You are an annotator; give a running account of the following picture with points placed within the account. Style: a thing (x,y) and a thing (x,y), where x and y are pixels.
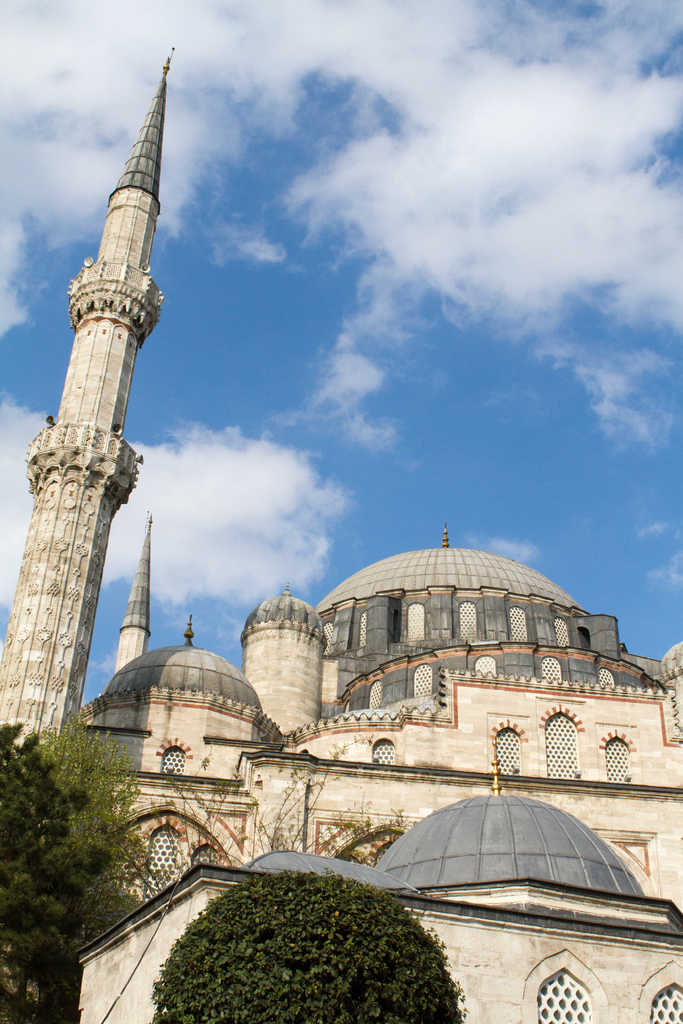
This picture contains mosque (287,663). At the bottom of the picture (242,962), there are trees (67,733) and at the top of the picture (318,235), we see the sky (311,316) and the clouds (8,20).
